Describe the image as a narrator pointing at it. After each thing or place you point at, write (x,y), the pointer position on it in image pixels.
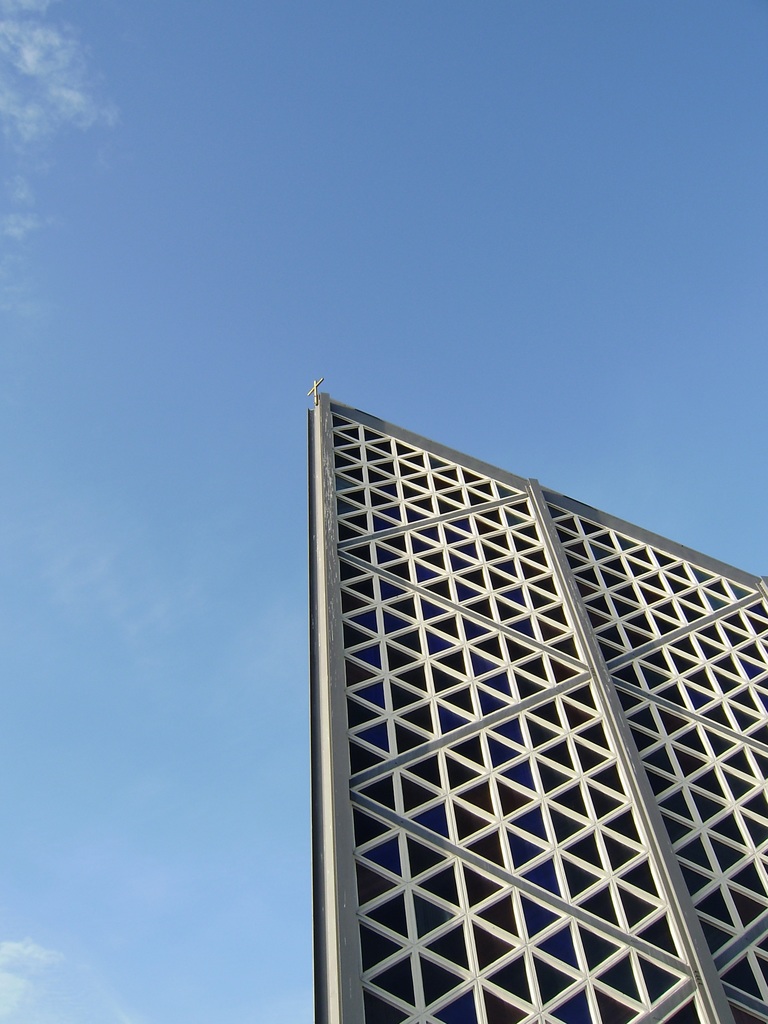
In this picture we can observe a large building (448,686). We can observe a sky (169,664) in the background (203,265).
